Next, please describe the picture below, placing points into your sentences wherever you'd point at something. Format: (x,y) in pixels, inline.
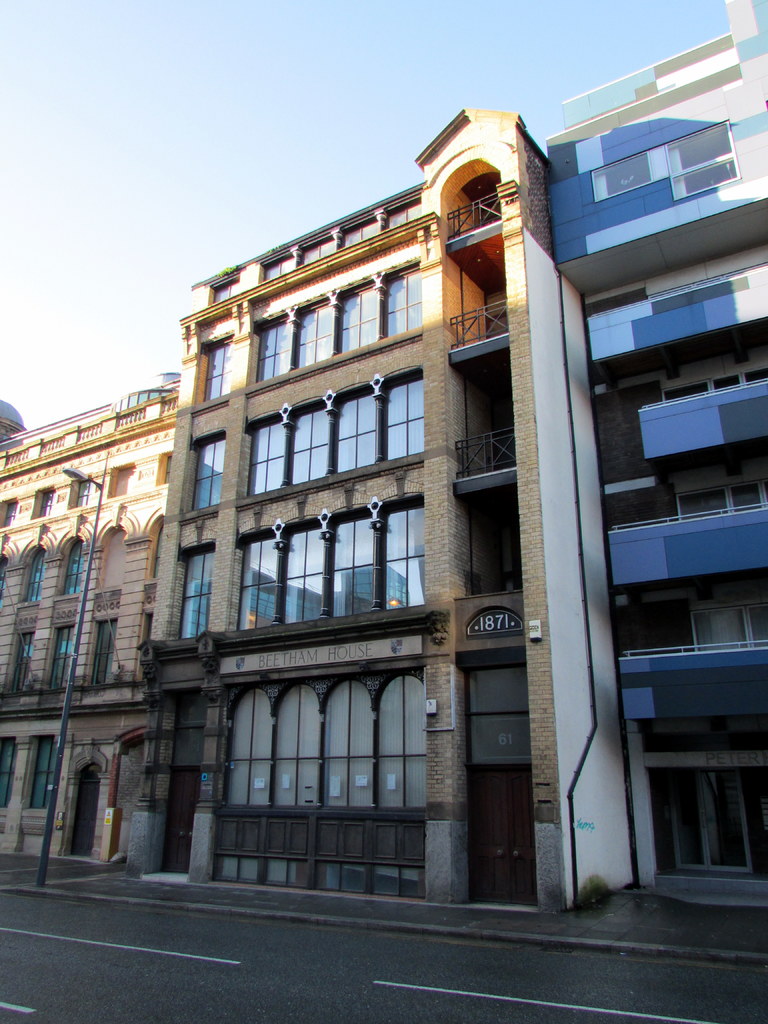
In this picture there are few buildings (318,570) and there is a pole (61,744) in the left corner (64,733) and there is a road (357,969) in front of it.
